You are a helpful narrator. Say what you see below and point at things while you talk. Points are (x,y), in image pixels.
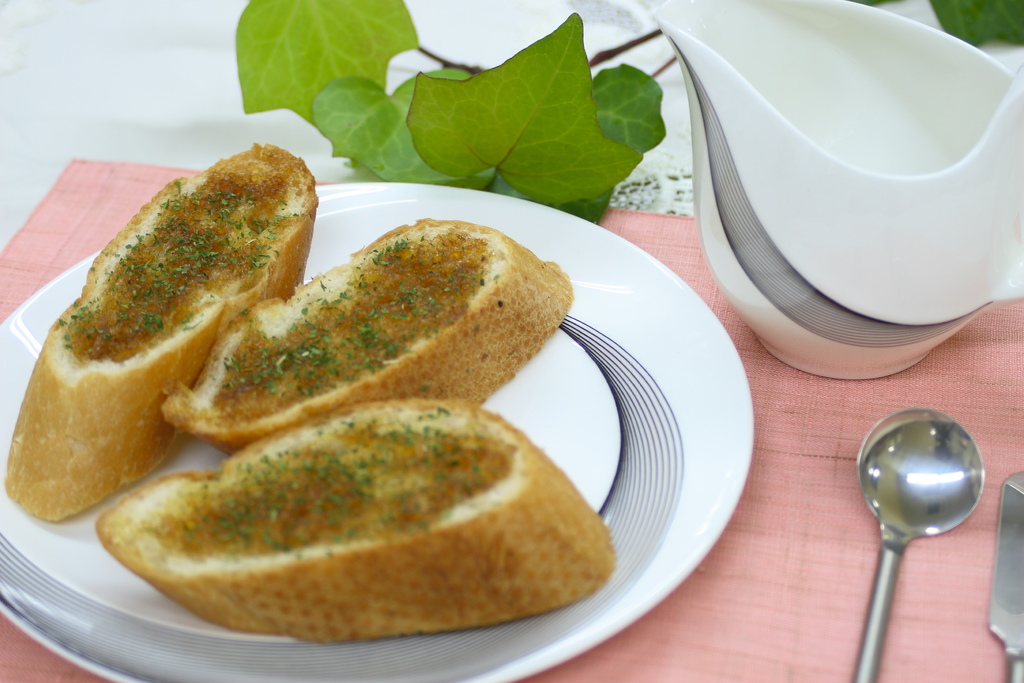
In this image I can see on the left side (125,430) there are food items (396,449) in a white color plate (527,401). On the right side (1014,584) there is a knife (1010,494) and a spoon (872,598), at the top (368,149) the leaves (461,83) of the plants (496,77) on the right side (919,81) there is a white color cup (821,174).
